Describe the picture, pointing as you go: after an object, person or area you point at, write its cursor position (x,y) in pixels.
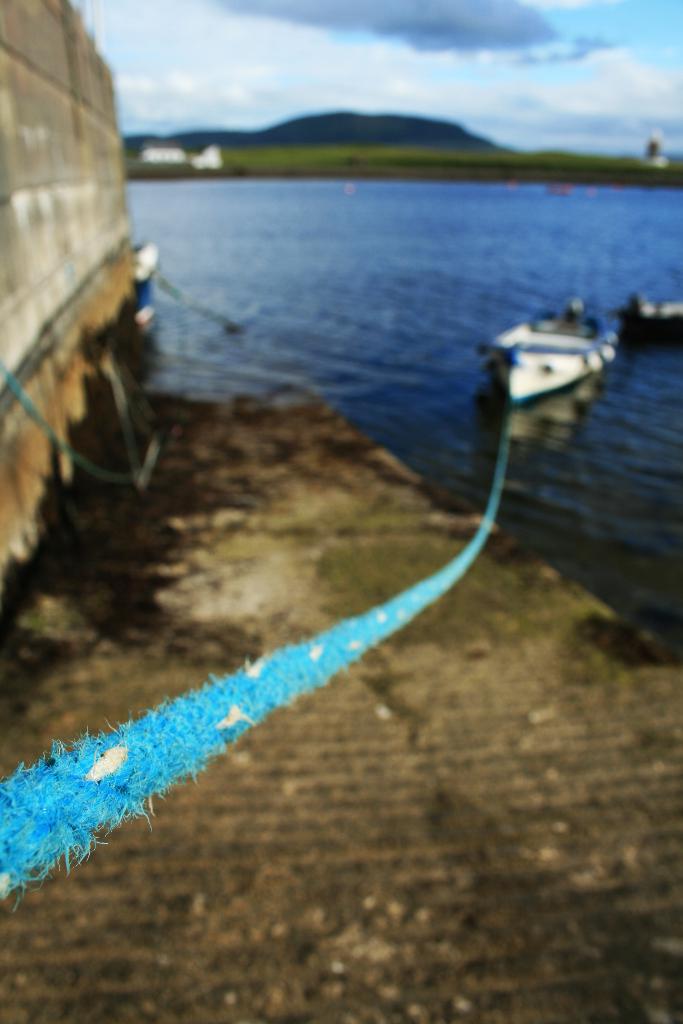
In front of the picture, we see the blue color rope (177,759) is tied to the boat (516,331). Here, we see the boats (516,331) are sailing on the water (489,326). This water (455,343) might be in the pond (371,235). At the bottom (287,892), we see the ground (332,761). On the left side (115,261), we see a wall (55,374). In the background (275,176), we see the grass (360,152) and the hills (406,138). At the top (281,39), we see the sky (406,62) and the clouds (313,66). This picture is blurred.
